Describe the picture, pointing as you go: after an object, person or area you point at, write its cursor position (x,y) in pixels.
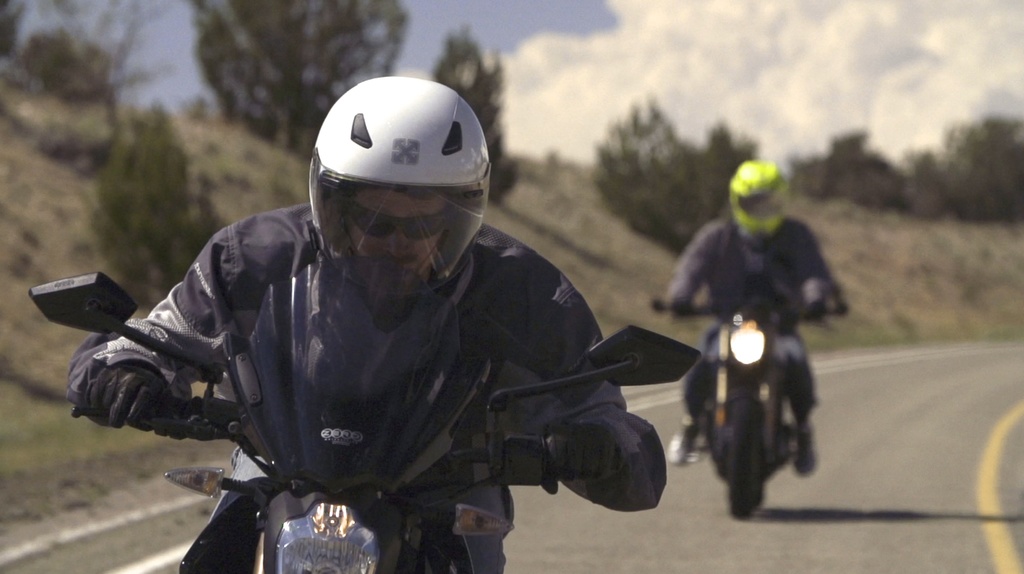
In this picture there are two men (616,446) riding motorbikes (380,497) on a road (687,543). They are wearing gloves (121,388), jackets (553,302), helmets (424,150) and sunglasses (416,224). There are plants (160,172) on the hill (75,205). In the background (502,24) there is sky (575,24) with full of clouds (888,82).
